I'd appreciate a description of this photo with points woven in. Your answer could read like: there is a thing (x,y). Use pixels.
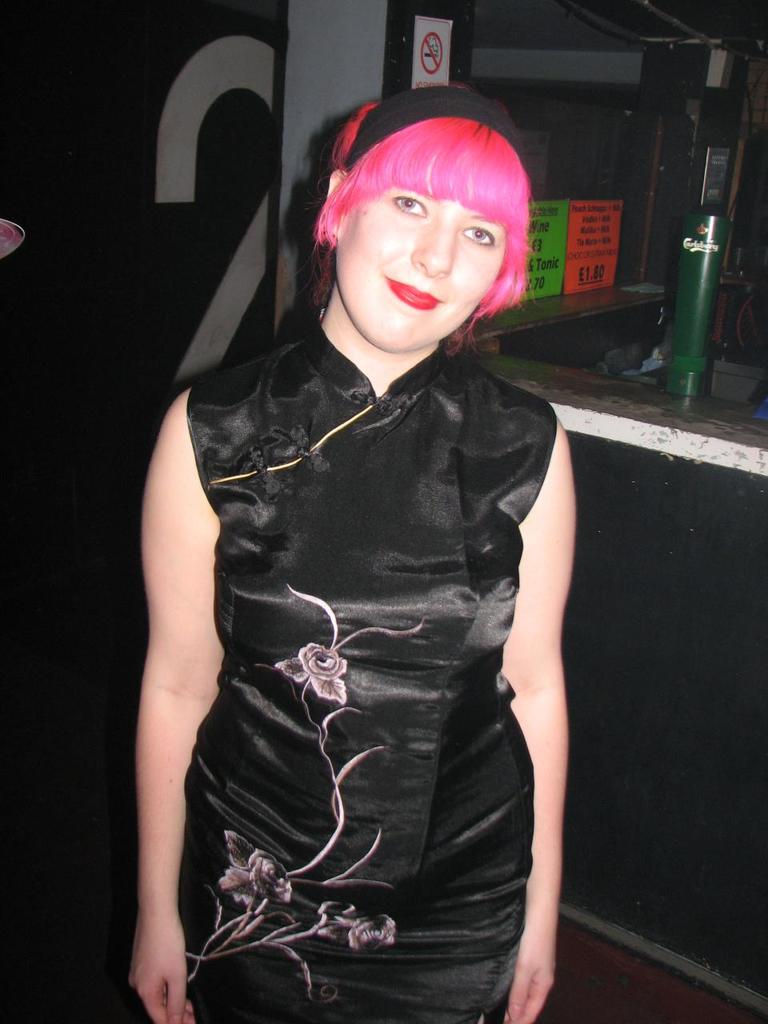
In this image there is a girl (250,451) who is wearing the black dress (407,651). There is a pink colour hair (404,163) to the girl (378,579). In the background (446,46) there is a sticker (423,52) to the wall (401,25). On the right side (701,310) there is a jar (691,291) on the wall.
